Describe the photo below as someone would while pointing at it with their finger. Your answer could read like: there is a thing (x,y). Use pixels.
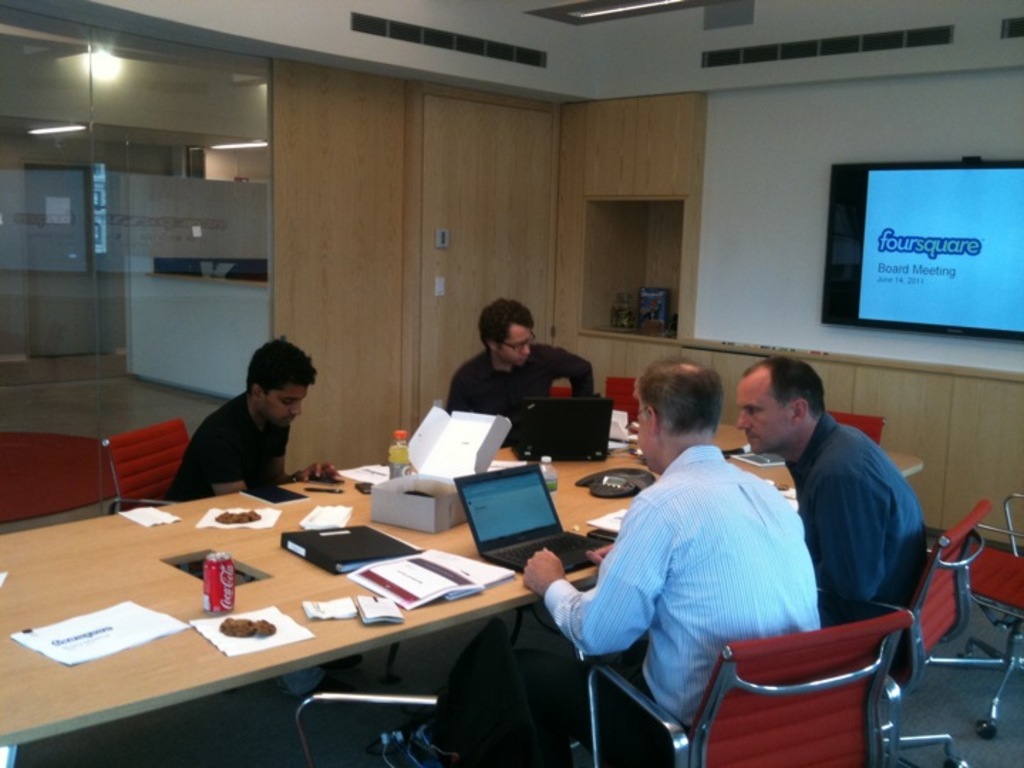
In this image there are group of people (293,359), they are sitting on the chairs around the table (510,607) and there are laptops (461,486) and cool drinks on the table (184,586) and there is a glass door (149,75) at the left side of the image (83,137) and there is a television (976,242) at the right side of the image (972,229), it seems to be an office place.
